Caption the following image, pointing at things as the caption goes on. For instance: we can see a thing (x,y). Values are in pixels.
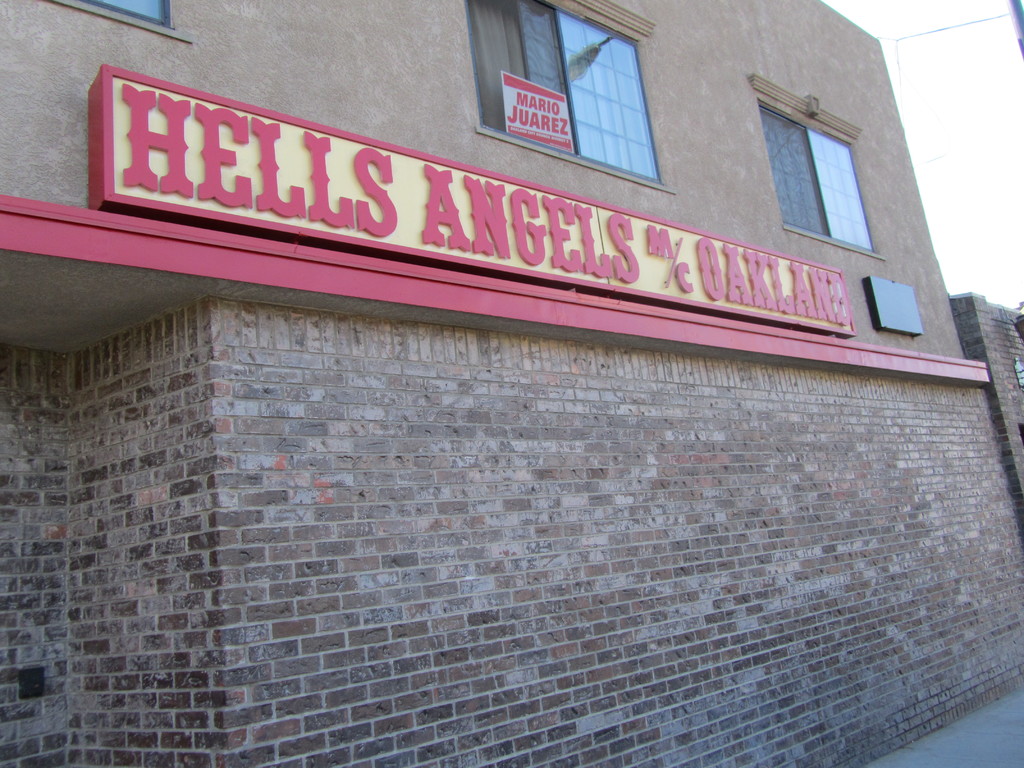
In the picture we can see a building wall (467,642) with two windows (798,170) with glasses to it and under it we can see a name Hells Angels MC Oakland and beside it, we can see a part of building walls (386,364) and top of it we can see a part of the sky (1001,131).
